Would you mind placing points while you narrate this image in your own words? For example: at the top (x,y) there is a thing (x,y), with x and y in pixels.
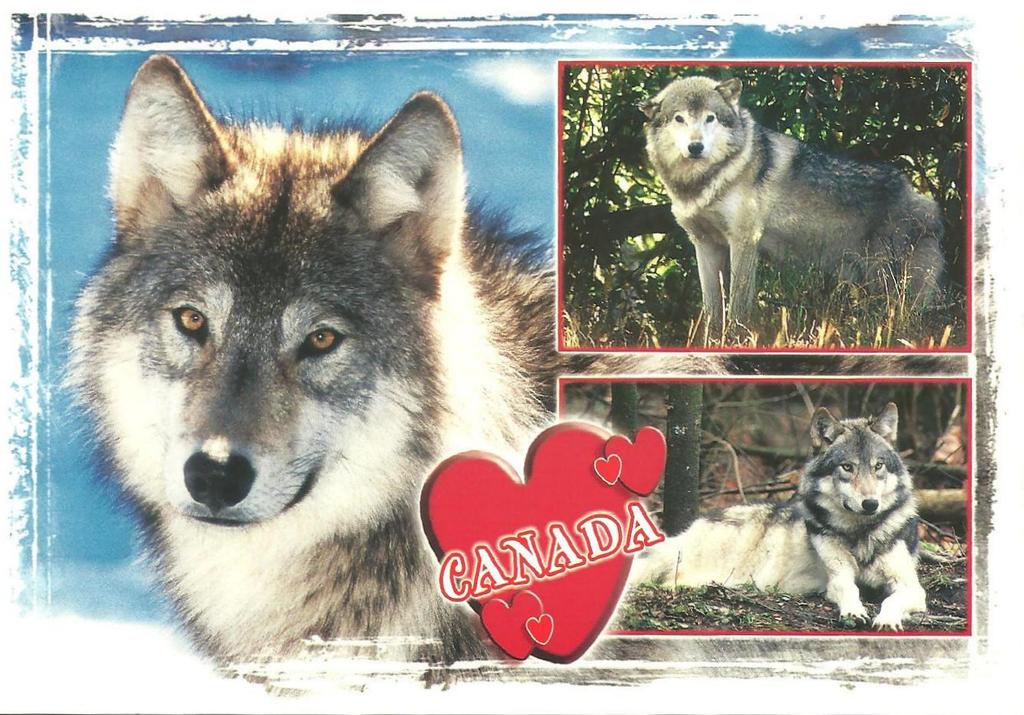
This is the picture of a collage photo which consist of a three photos of a wolf (877,245) and we can see some text (656,534) on it.
